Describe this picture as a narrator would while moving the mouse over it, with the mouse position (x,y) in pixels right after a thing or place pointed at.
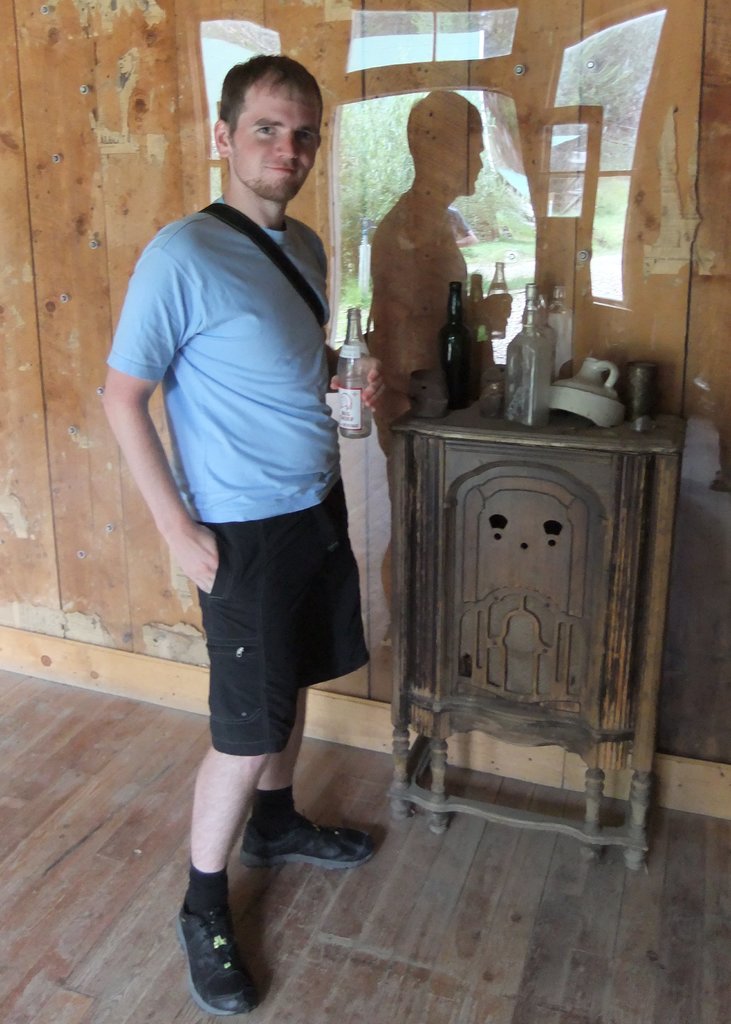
A man (210,394) with blue t-shirt (210,394) and black short (298,524) is standing and holding a bottle (342,372) in his hand (379,378). Beside him there is a table (502,505) with bottles (511,344) and some items (605,416) on it. In the background (446,191) there is a wooden wall (145,63) with glass (489,32).
